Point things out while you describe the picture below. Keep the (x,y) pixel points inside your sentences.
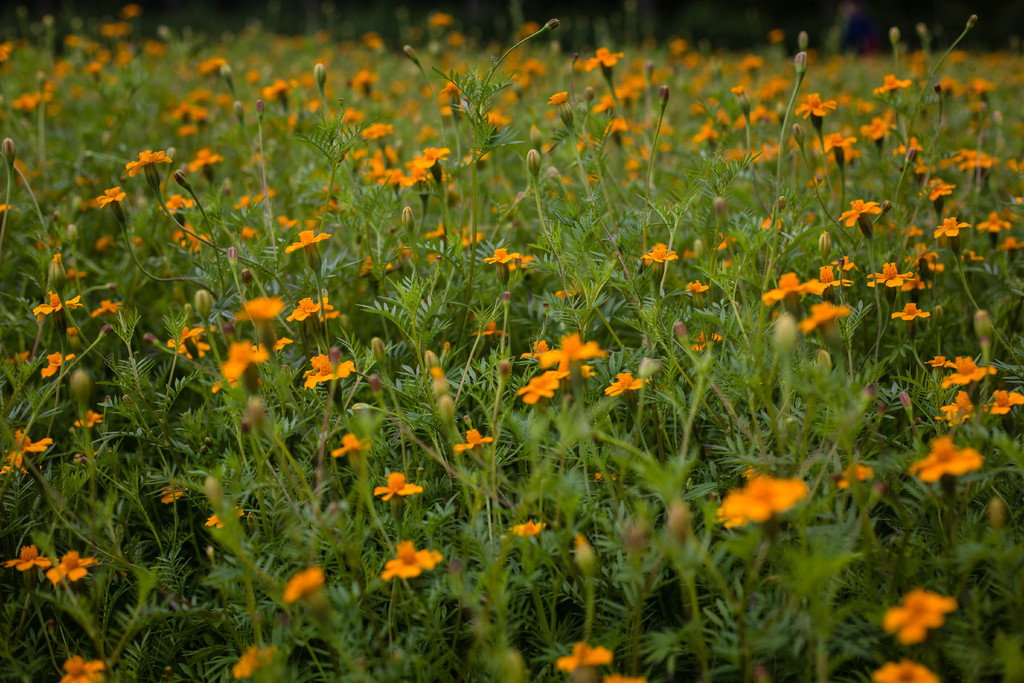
In this image at the bottom (448,534) there are some plants (449,437) and some flowers (933,465).
